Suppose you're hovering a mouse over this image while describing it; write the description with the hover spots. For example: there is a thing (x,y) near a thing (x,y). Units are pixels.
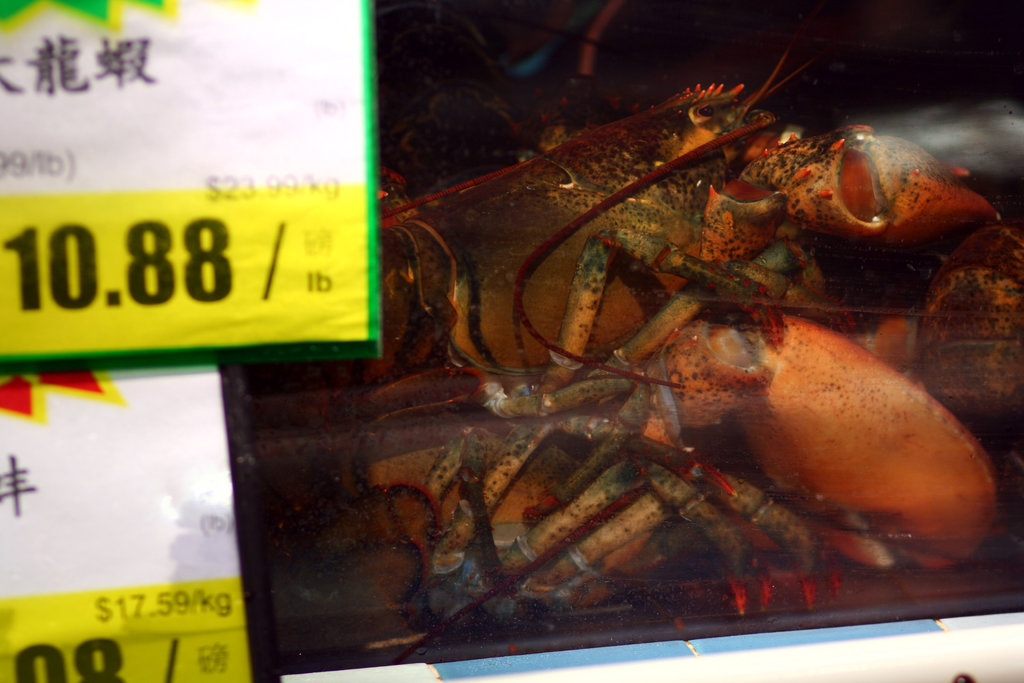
In this image there is some seafood (667,235) in a water tank (514,255) with price tags (219,279) on it.
